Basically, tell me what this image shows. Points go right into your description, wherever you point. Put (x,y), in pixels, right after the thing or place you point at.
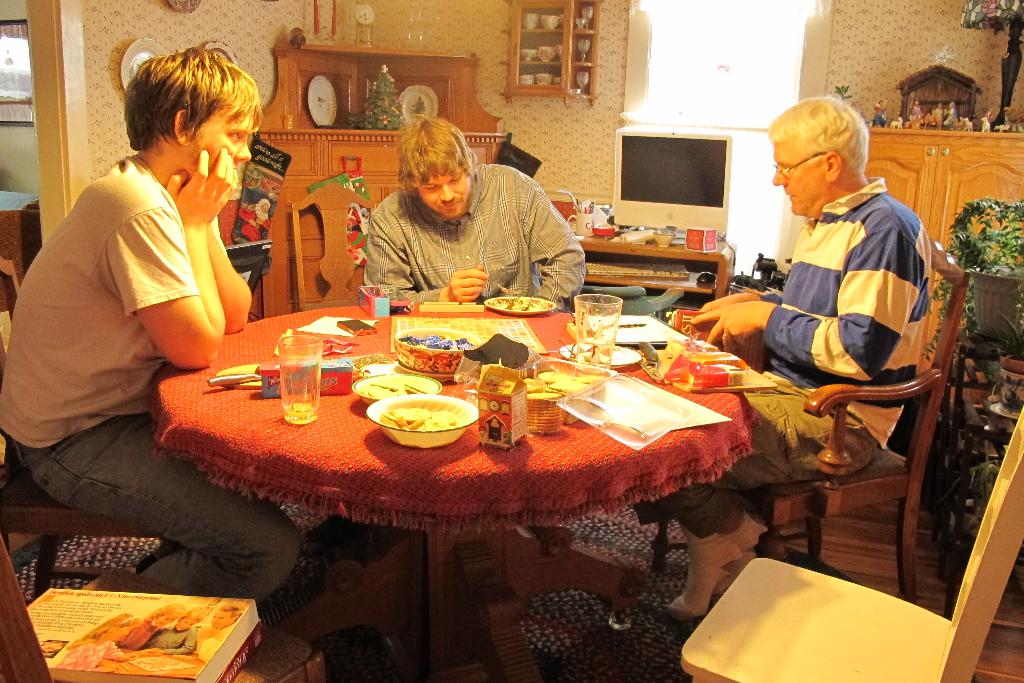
In this image, there is a table (484,470), on that table (267,426) there are some glasses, there is a bowl (421,427), there are some plates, there are some people (786,359) sitting on the chairs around the table (374,435), at the background (694,219) there is a white color monitor (629,195).
